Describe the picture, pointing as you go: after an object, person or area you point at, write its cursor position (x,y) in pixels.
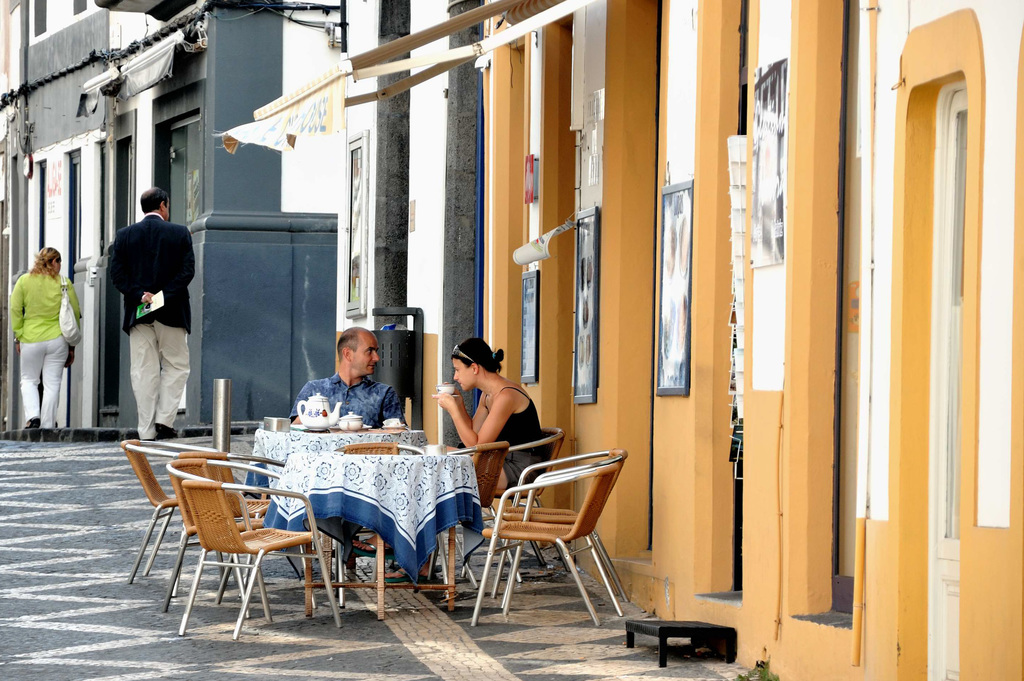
In this picture we can see one man (345,396) and woman (457,416) are sitting on chairs (539,464) where woman (444,404) is drinking and in front of them on table (342,441) we have tea pot (320,411), bowl (349,423), cup (395,423), saucer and in the background (260,409) we can see one woman (52,302) and man (139,275) are walking on footpath (80,428), building (78,243), pipes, sunshade (271,123).
